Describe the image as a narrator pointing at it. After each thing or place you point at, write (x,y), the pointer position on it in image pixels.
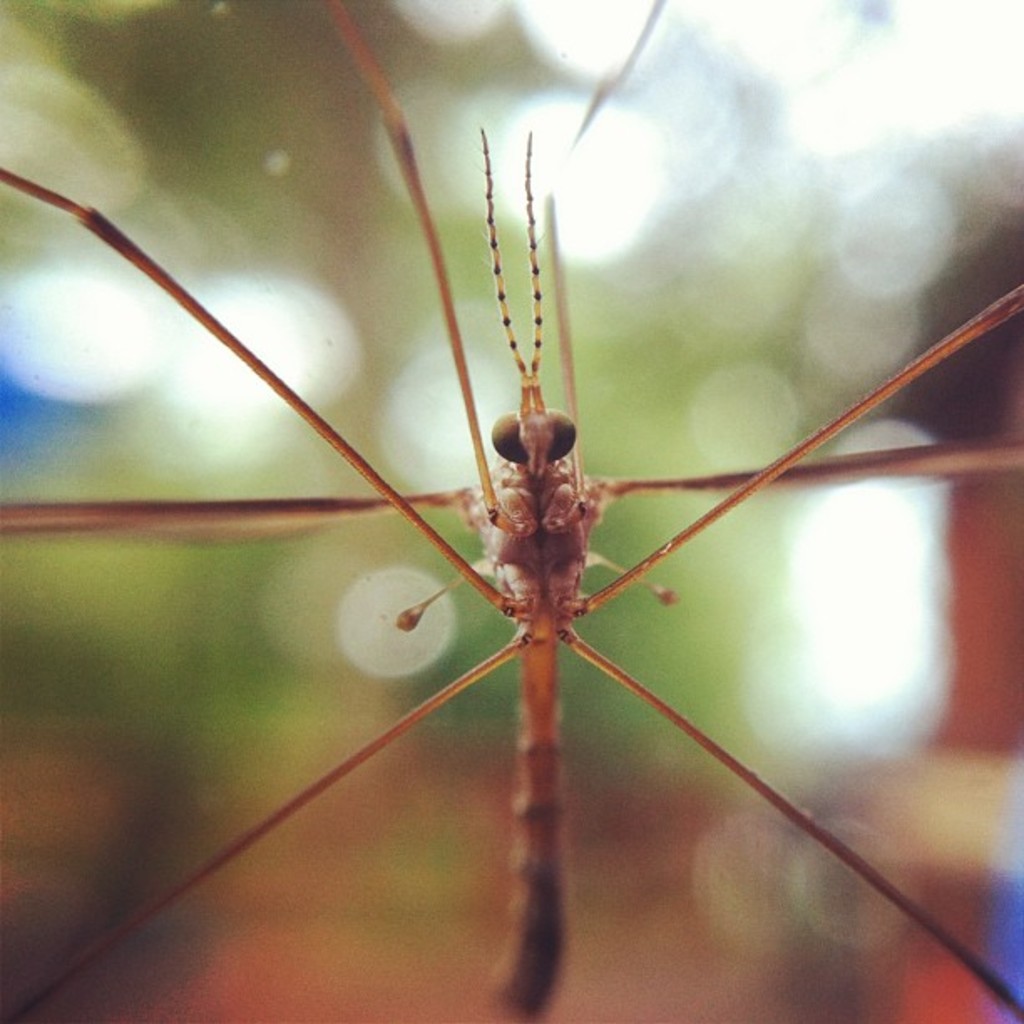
In this image we can see a fly (536,717).
